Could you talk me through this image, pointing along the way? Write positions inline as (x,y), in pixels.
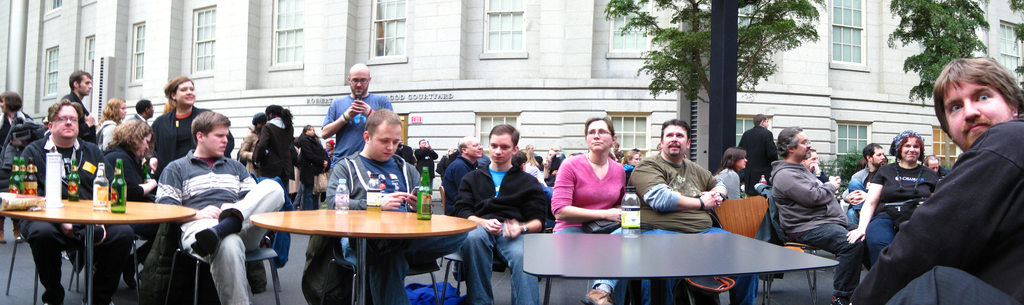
In this picture we can see a group of people (618,157) where some are sitting on chairs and some are standing and in front of them there is table (708,259) and on table (80,213) we can see bottles (113,186), papers (17,195) and in background (522,50) we can see building (220,42) with windows (511,44), tree (661,59), pole (722,47).
